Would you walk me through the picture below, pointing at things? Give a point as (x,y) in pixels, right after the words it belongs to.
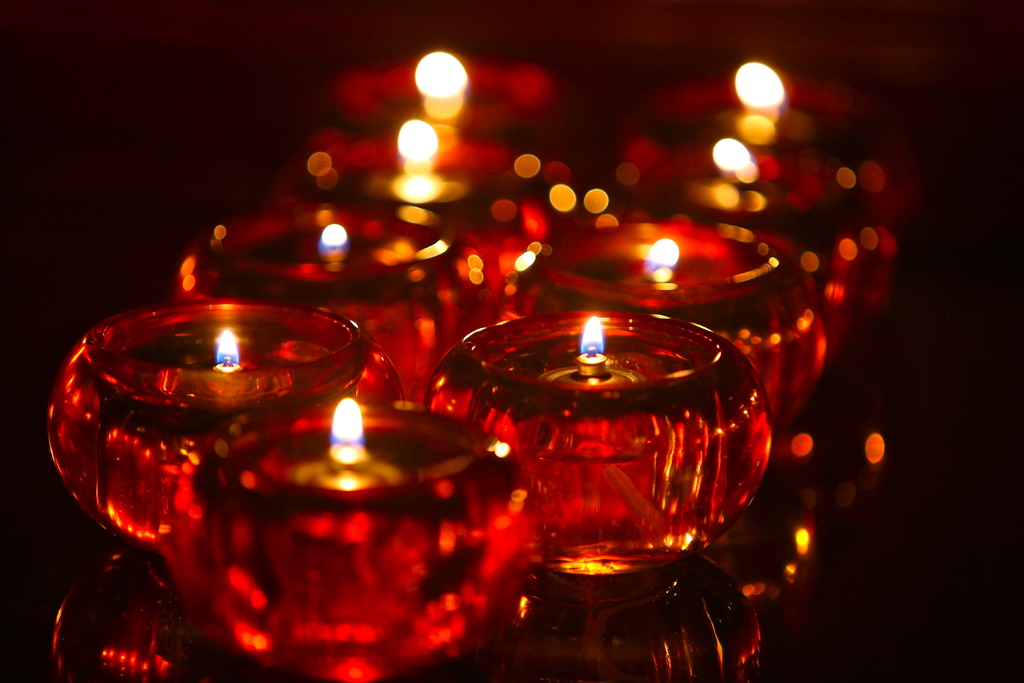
In this image I can see candles (575,400).
